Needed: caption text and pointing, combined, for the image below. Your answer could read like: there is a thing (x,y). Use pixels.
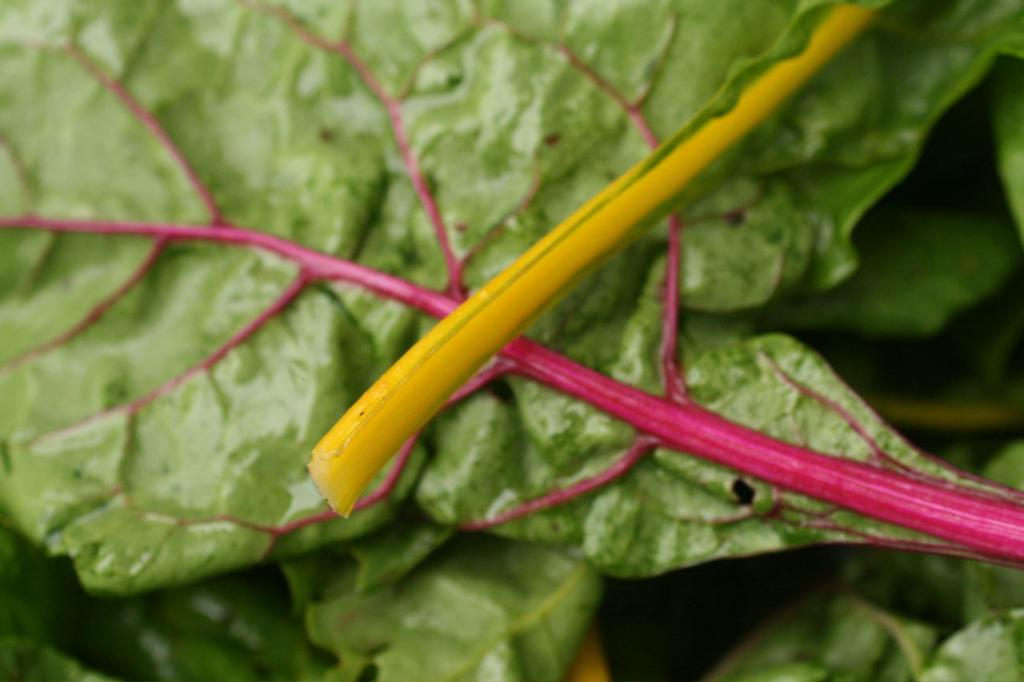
In this image there is yellow color twig (515,279) on the green color leaves (248,298). On the green leaves (344,307) there are red lines (351,267).
